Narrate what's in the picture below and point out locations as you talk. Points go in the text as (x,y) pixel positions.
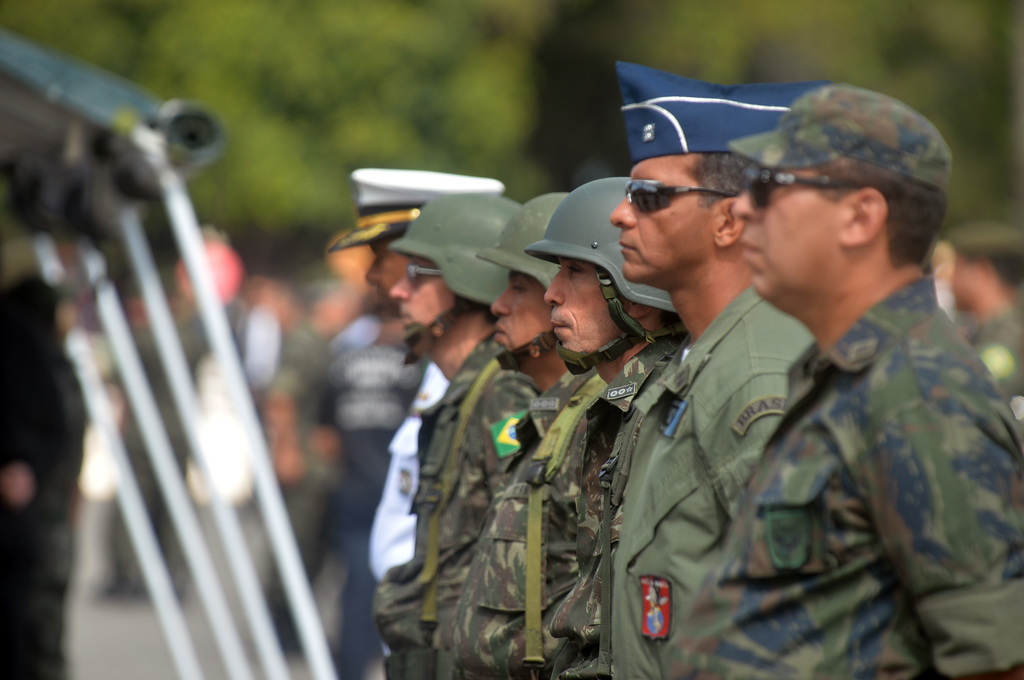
There are few persons (568,263) standing and they have caps (581,239) on their heads (697,250). On the left (296,581) there are poles (136,261) and objects (110,466). In the background (249,122) the image is blur but we can see few persons (324,415) are standing on the road (123,659) and trees (204,218).
